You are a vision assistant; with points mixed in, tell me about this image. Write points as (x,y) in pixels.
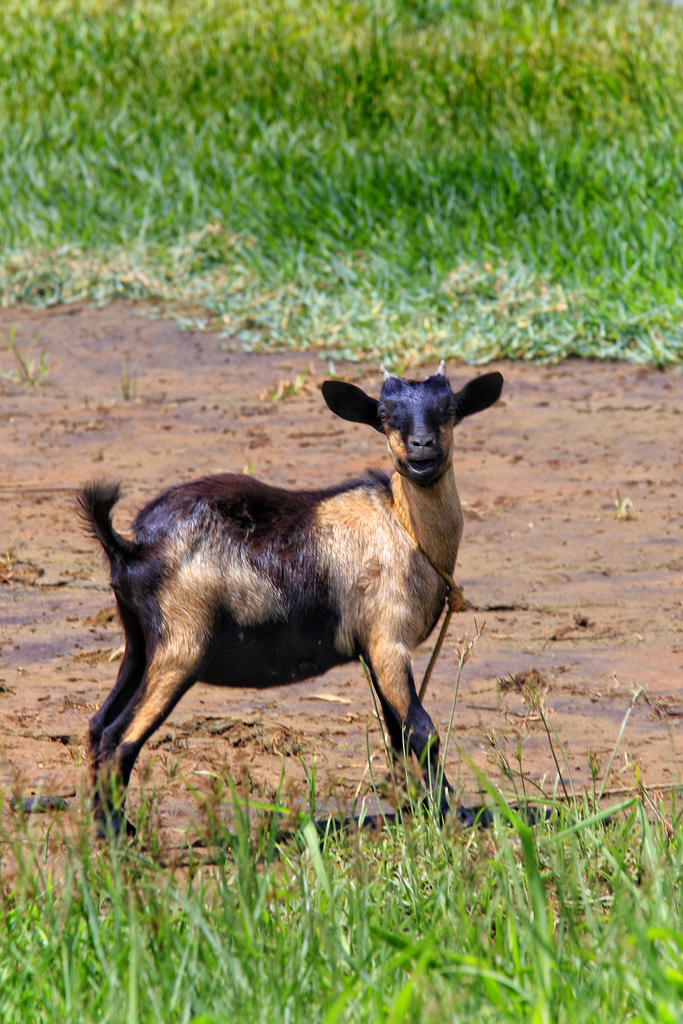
In this picture we can see a goat (372,554) standing and looking at something, at the bottom (465,936) there is grass (355,966), we can also see grass (550,126) in the background (295,126).
